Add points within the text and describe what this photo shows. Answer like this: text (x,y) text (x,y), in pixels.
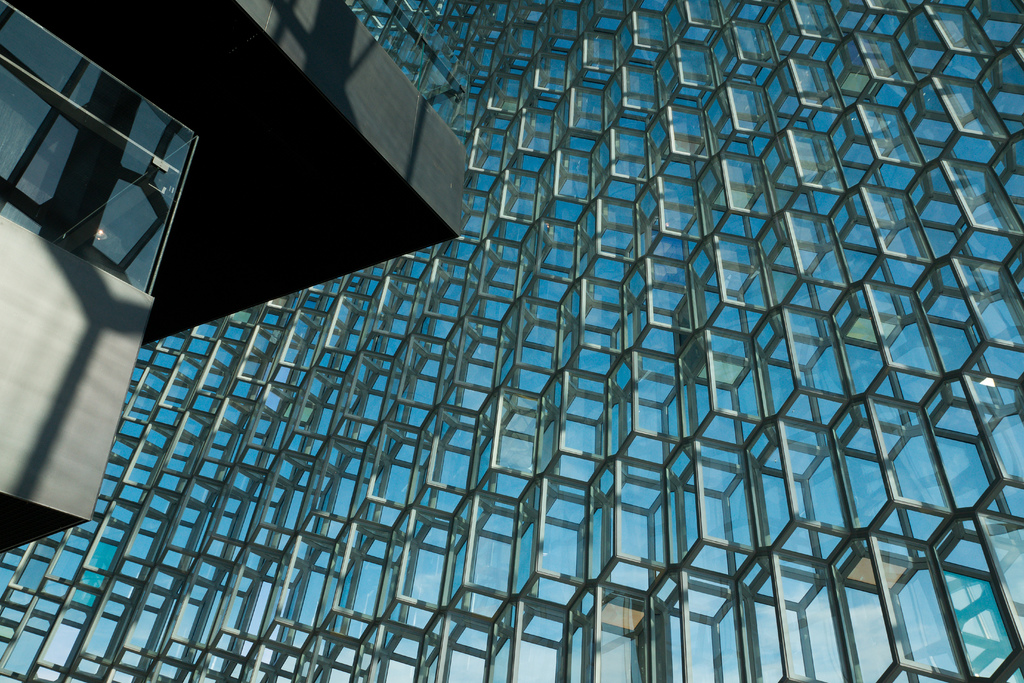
This is the picture of a building (580,219). In this image there is a reflection (564,507) of sky (547,284) on the building (512,342). On the left side of the image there is a light bulb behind the window (90,227).
